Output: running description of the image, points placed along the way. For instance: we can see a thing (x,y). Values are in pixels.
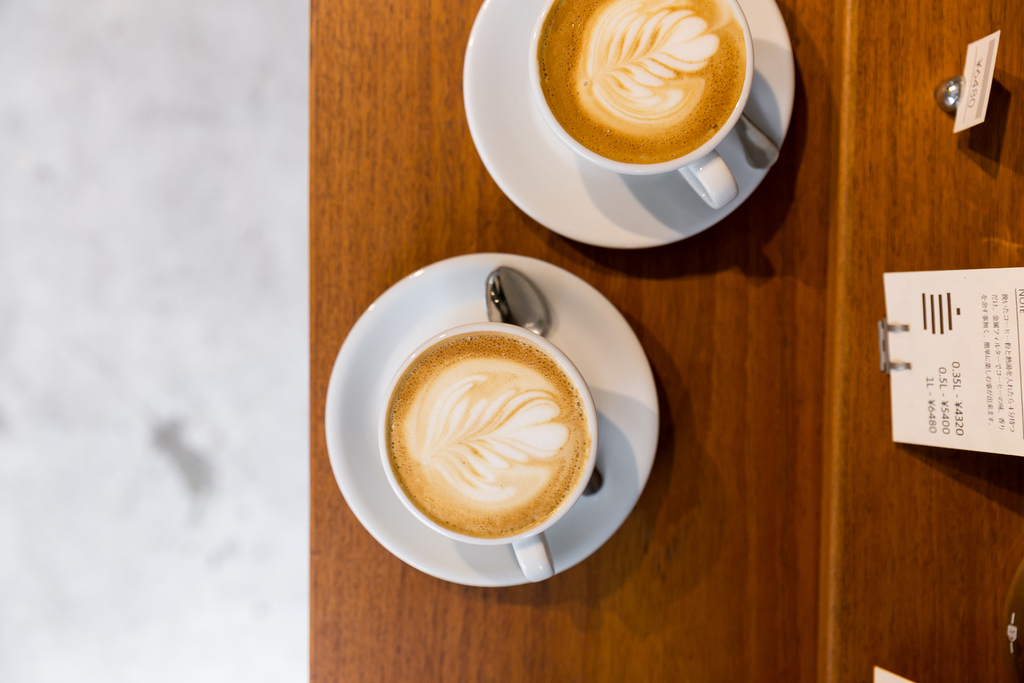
In the center of the image (374,238) there is a table (768,571) and we can see cups (538,550) containing coffee (478,447), saucers (580,297) and spoons (519,313) placed on the table (745,506). We can see boards (958,329).
